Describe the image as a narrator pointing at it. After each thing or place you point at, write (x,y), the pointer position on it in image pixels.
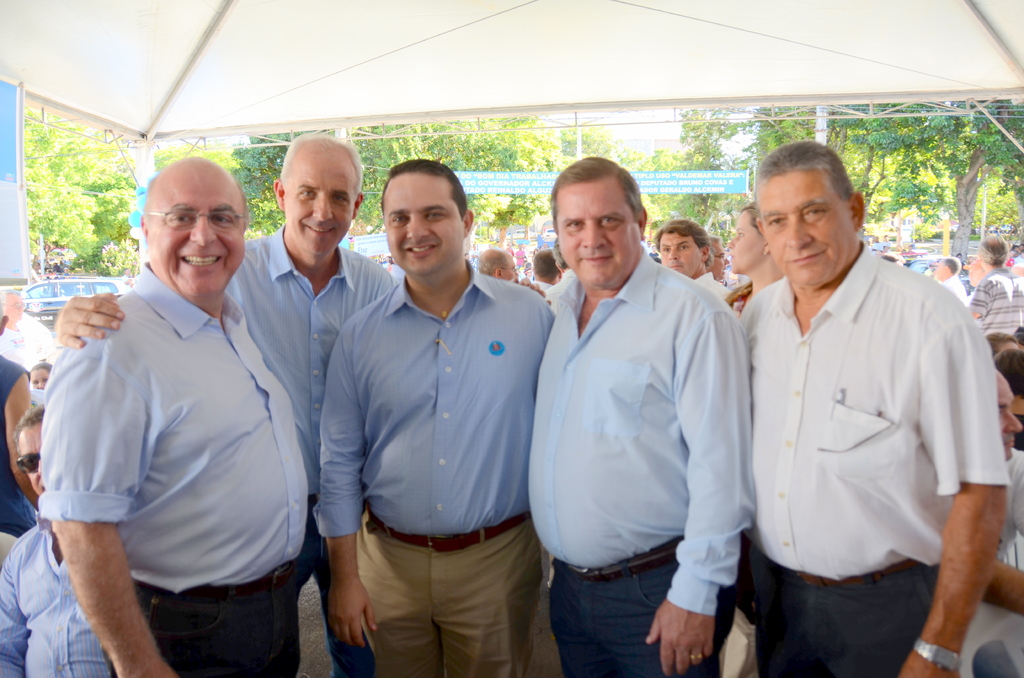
In this image I can see group of people (513,504) standing, the person (854,389) at right (851,379) is wearing white shirt (850,569), black pant (879,638). Background (225,114) I can see few other persons (1023,424), some are sitting and some are standing, trees (908,180) in green color, a tent (618,47) in white color and the sky (645,135) is also in white color.
